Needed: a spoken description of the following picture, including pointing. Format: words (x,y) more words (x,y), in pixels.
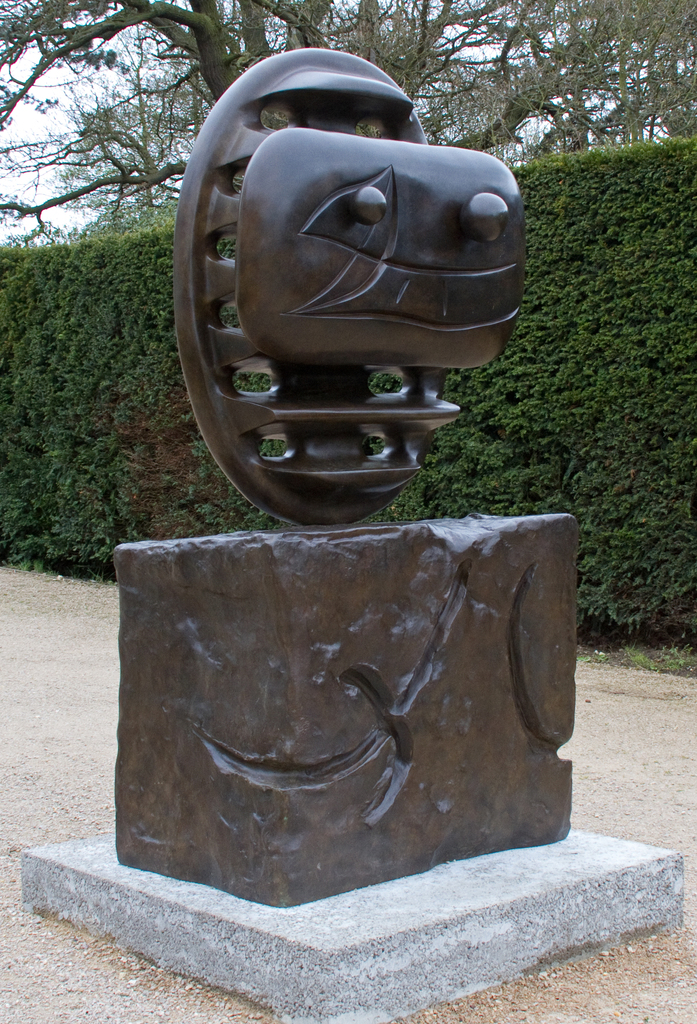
In this image I can see a sculpture (411,767) on the road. In the background (634,350) I can see plants (140,311), trees (124,123) and the sky (128,86). This image is taken during a day.
